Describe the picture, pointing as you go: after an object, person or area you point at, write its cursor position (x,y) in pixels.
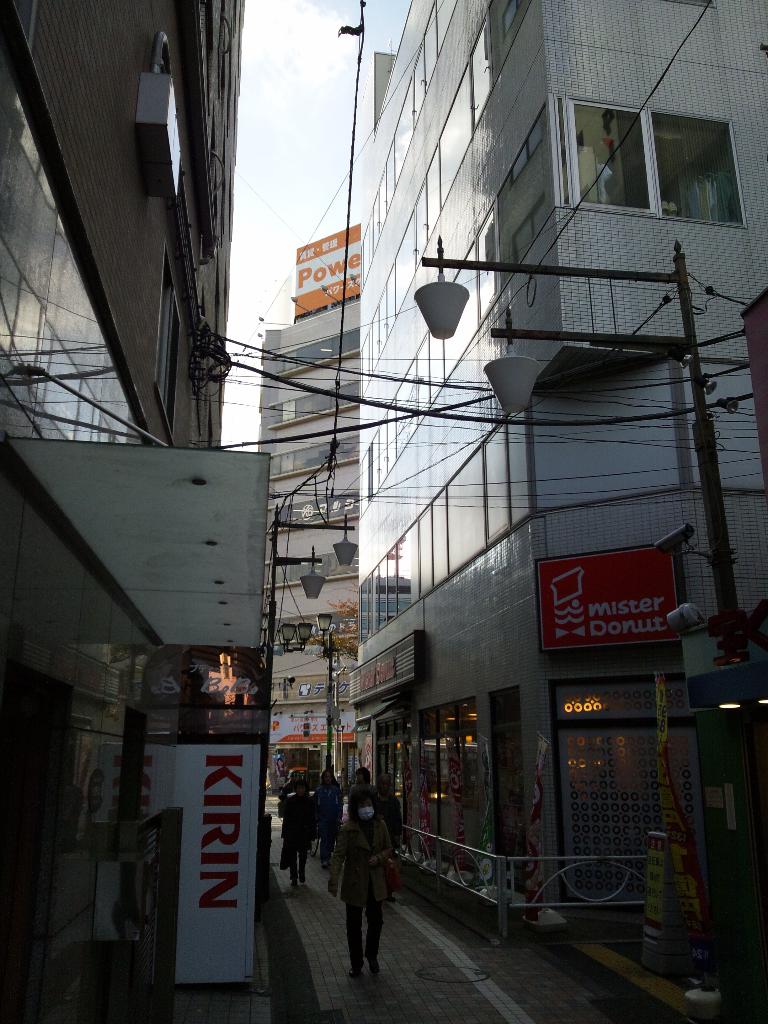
This is a image of the street (558,999) on which we can see people (335,854) walking on the road (546,979) beside them there are some buildings (616,289) with hoardings (664,608) and some poles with lights (496,369).
